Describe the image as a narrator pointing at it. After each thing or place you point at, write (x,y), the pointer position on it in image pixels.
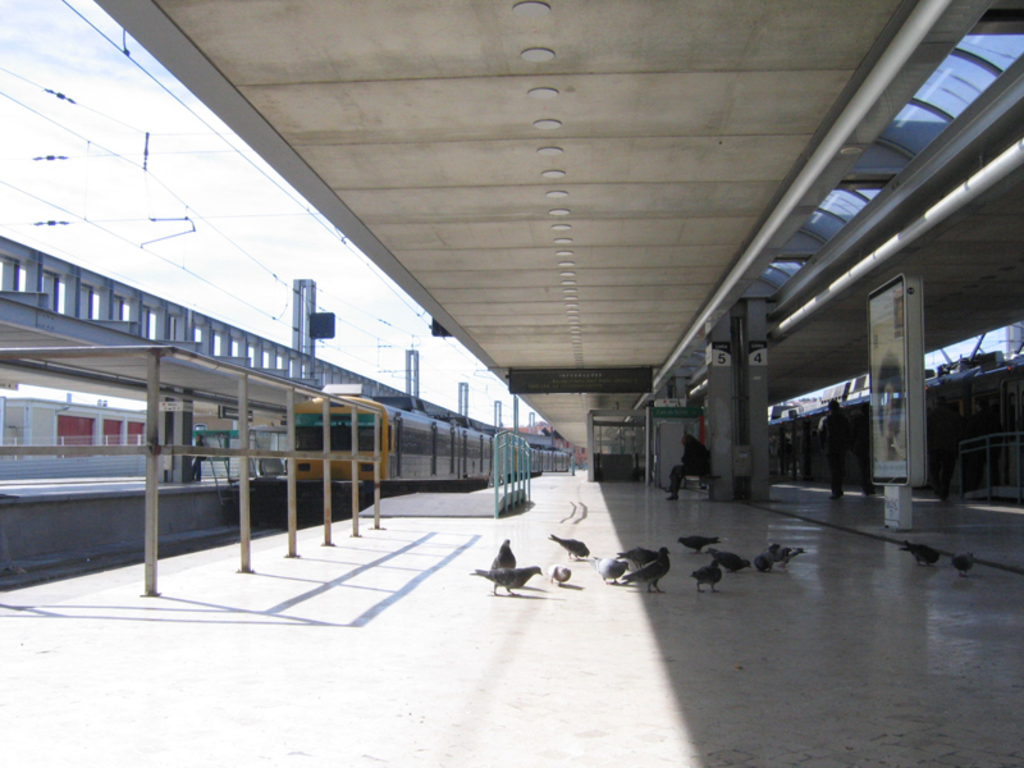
There are some birds (762,564) and some persons (699,453) are on the platform (722,582) as we can see in the middle of this image (666,500). There is a train (409,464) on the left side of this image (325,466), and right side of this image (803,470) as well. There is a roof (461,119) at the top (608,152) this image.
